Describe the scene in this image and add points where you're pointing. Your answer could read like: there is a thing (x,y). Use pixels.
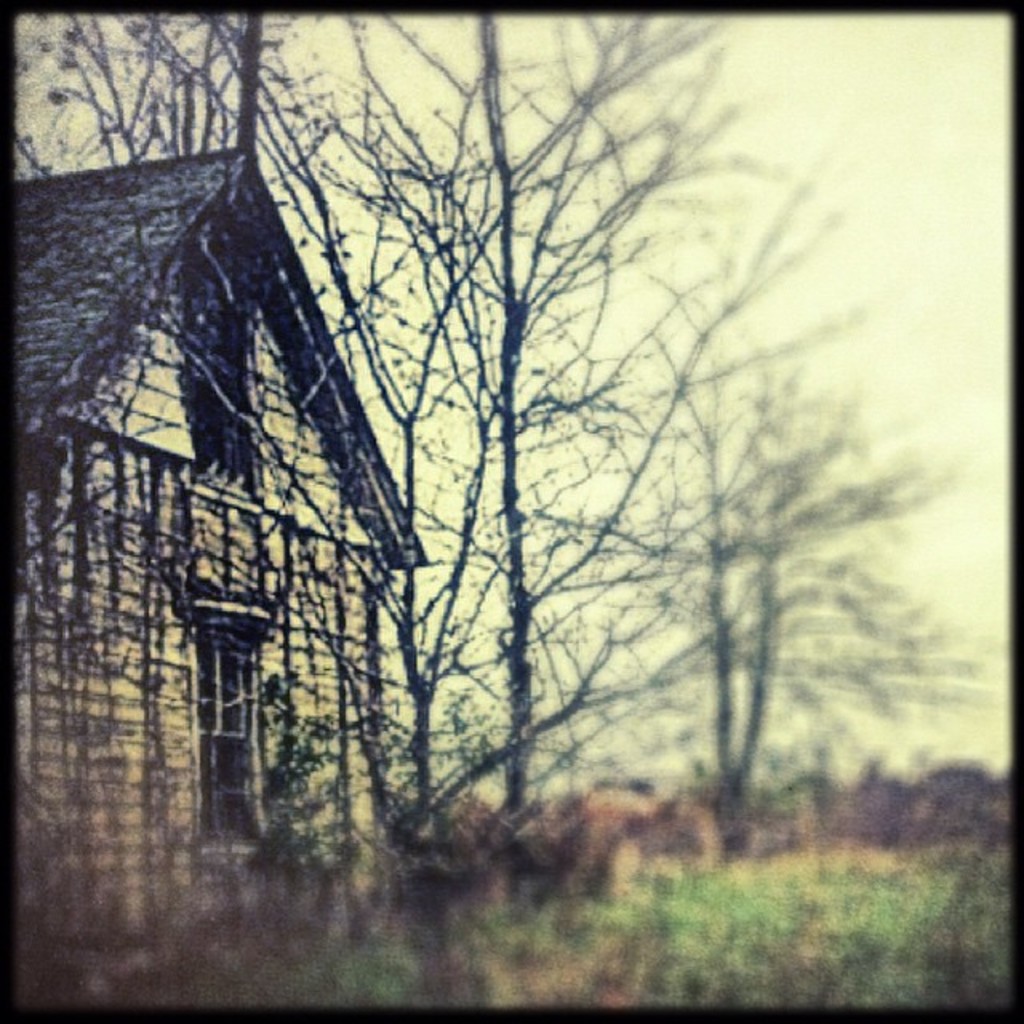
In this picture we can see a house (94,374) and a few trees (494,123) and stems (536,158). We can see a blur view at the bottom of the picture (78,959).
